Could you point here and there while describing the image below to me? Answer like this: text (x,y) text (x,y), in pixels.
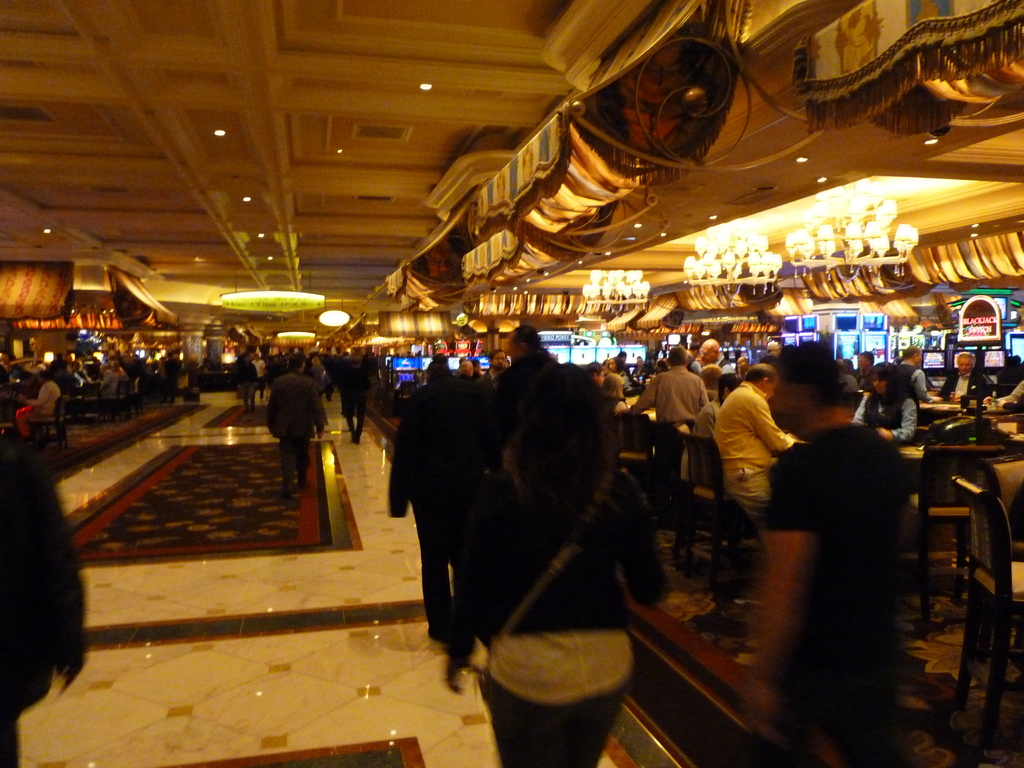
In this picture we can observe some people (305,457) walking on the floor (380,573). The floor (230,594) is in white and maroon color. There are men (400,437) and women (715,390) in this picture. We can observe some people (721,422) sitting in the chair (709,452) in front of their respective tables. In the background (345,314) we can observe lights (344,320) and chandeliers (733,271).
